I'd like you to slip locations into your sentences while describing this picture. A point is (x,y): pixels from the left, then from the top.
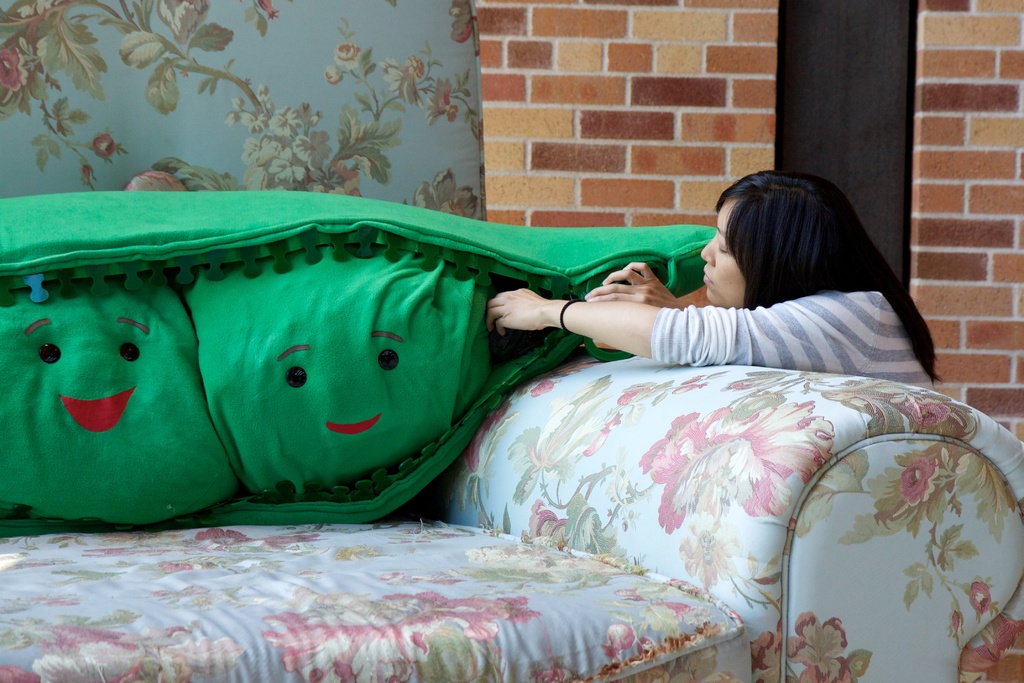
There is one woman (789,328) on the right side of this image (742,355) and there is a sofa (745,386) on the left side of this image (320,557). We can see a wall (531,153) in the background (603,139).
